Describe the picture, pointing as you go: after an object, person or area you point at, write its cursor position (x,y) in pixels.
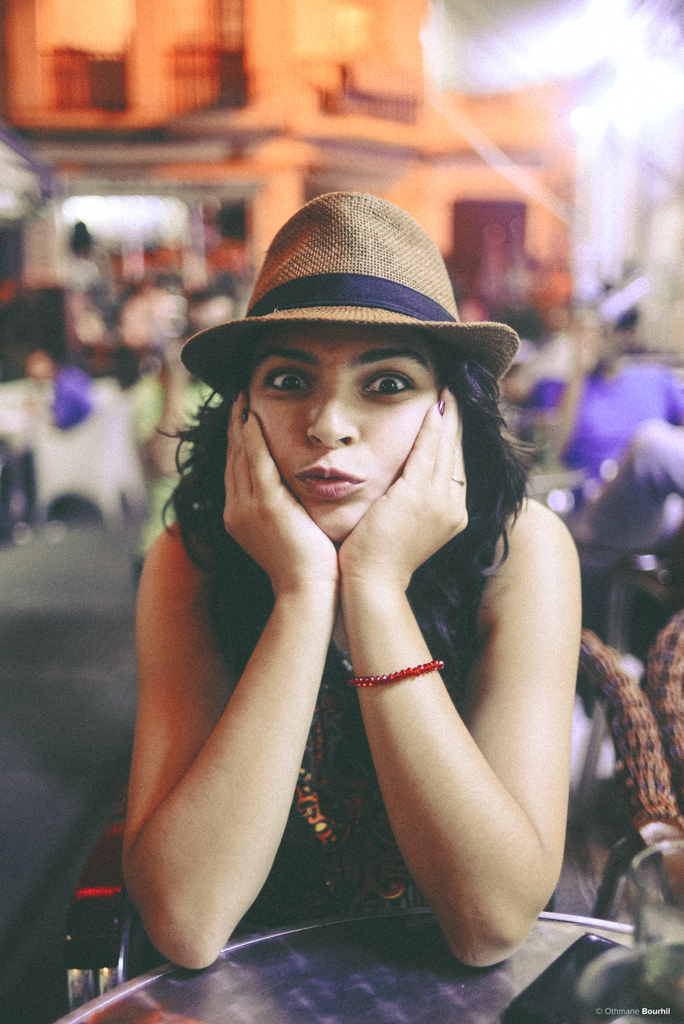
Here I can see a woman (313,489) sitting on a chair (111,930) in front of the table (395,968) and giving pose for the picture. On the right side (661,782), I can see a chair (654,793). The background (623,588) is blurred.
